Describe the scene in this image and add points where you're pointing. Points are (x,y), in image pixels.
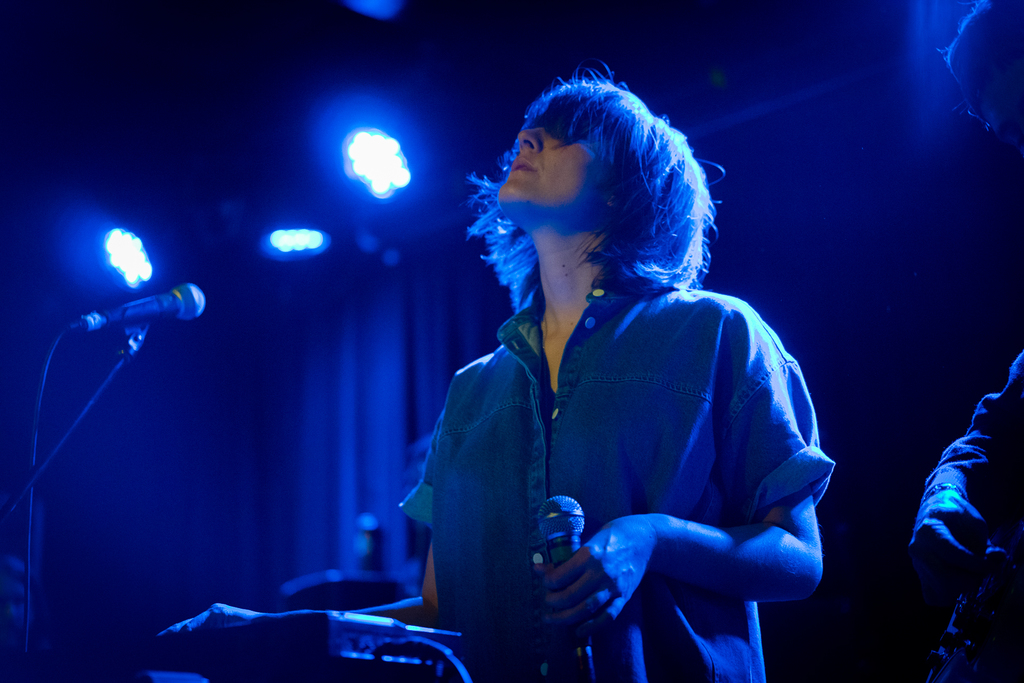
In this image we can see a person (557,421) holding a mike (569,543) with his hand (602,559). There is a mike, device (157,681), and lights (130,235). On the right side of the image (915,556) we can see a person (1020,583) who is truncated. There is a dark background (255,583).
